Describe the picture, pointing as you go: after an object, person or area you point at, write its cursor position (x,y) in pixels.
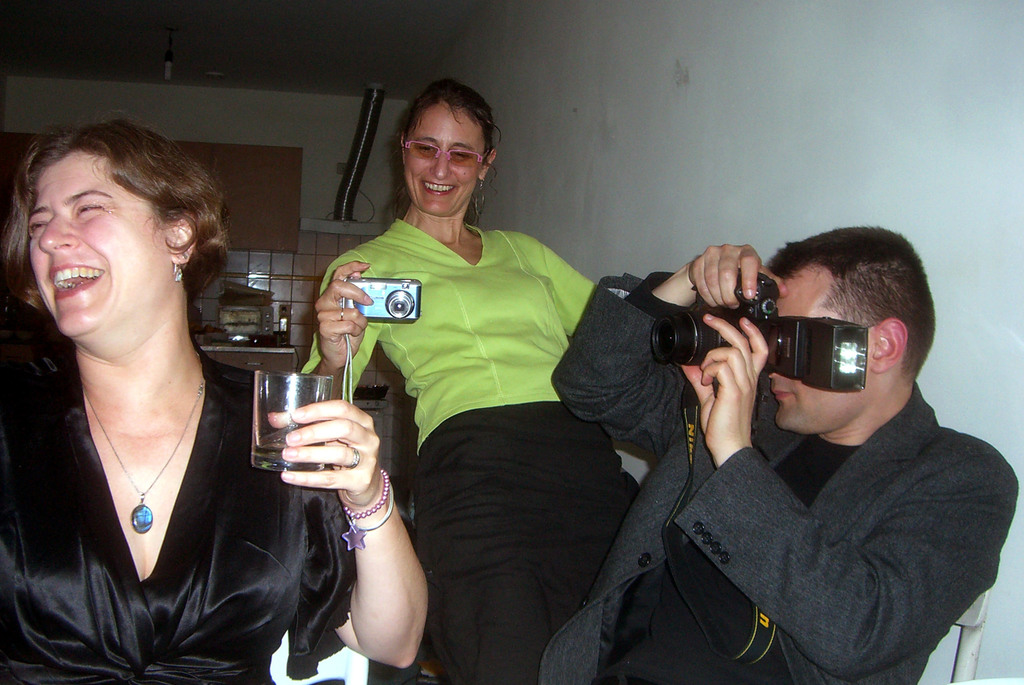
This 2 persons (807,488) are sitting on a chair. This person (146,545) is holding a glass (315,469) and wore black dress (169,636). This man (780,597) wore black jacket (831,621) and holds a camera (826,377) and taking a picture of this woman (171,611). This woman (413,127) is standing and holds a camera (414,299). Far on a table (276,358) there are things (236,326).
